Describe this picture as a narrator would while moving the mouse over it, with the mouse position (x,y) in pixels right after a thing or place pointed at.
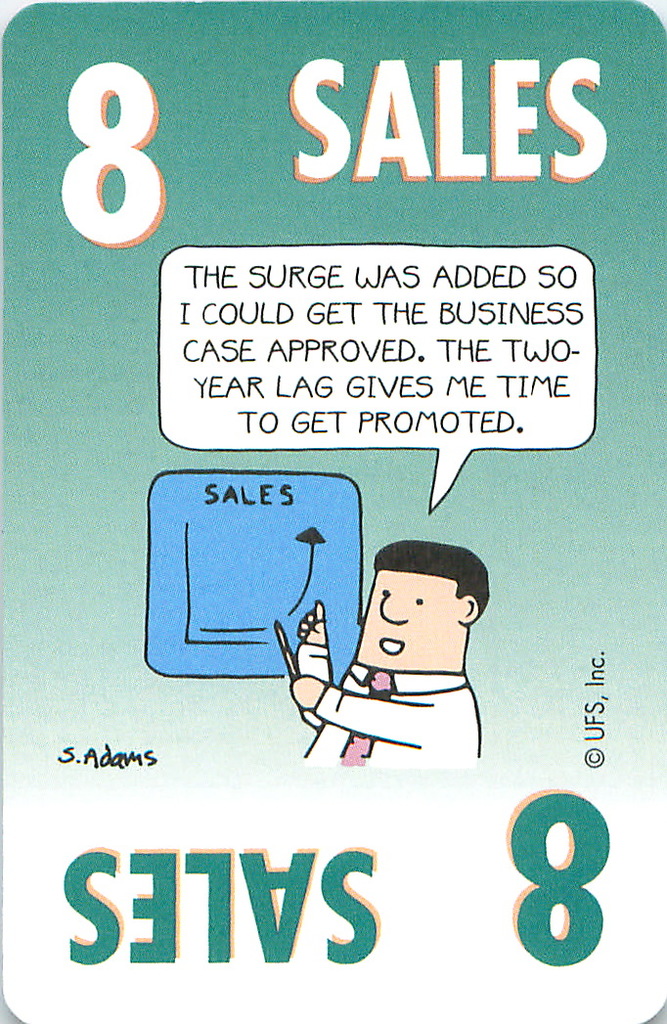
Here in this picture we can see a digital poster (168,94), in which we can see some text (346,413) and a picture (315,655) present.
